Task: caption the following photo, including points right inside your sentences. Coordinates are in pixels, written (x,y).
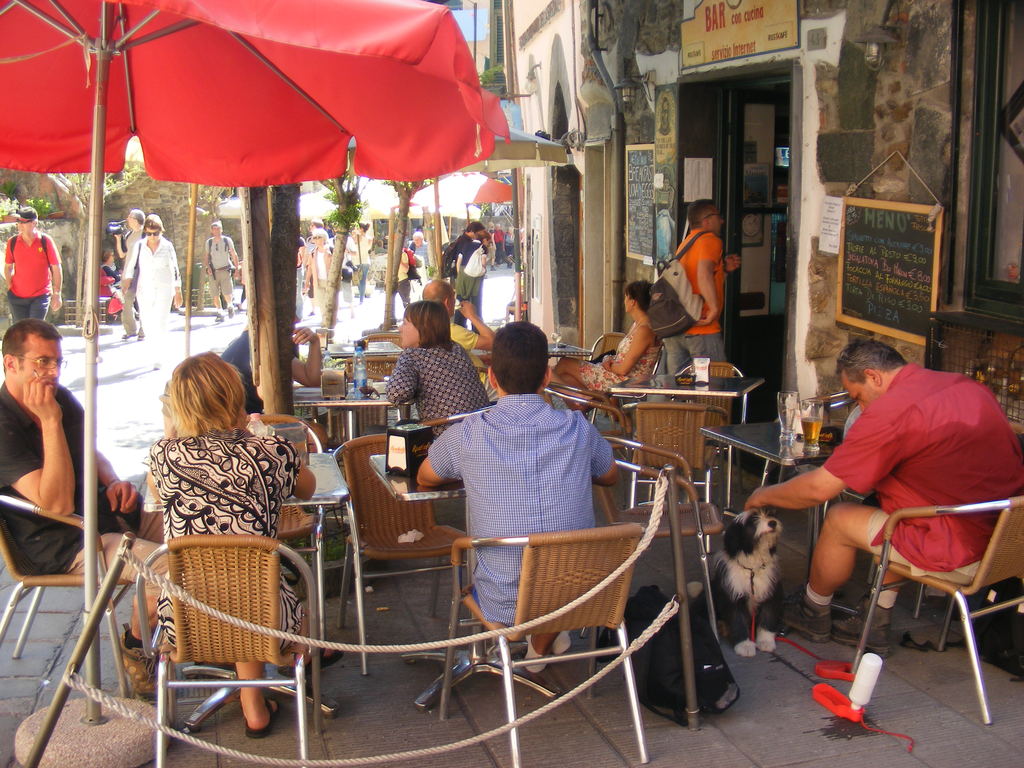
This image is clicked outside. There is a tent (144,127) on the left side (222,95). There are so many tables (758,445) and chairs (672,440), people (486,497) are sitting on the chairs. On the table (398,483) there are glasses (807,416), bottles (361,387), tissues (329,389). There is a store (863,243) on the right side (798,224). On the left side (178,308) there are people (136,330) walking on road (224,324). There is a dog (771,545) in the bottom right corner (756,518).
